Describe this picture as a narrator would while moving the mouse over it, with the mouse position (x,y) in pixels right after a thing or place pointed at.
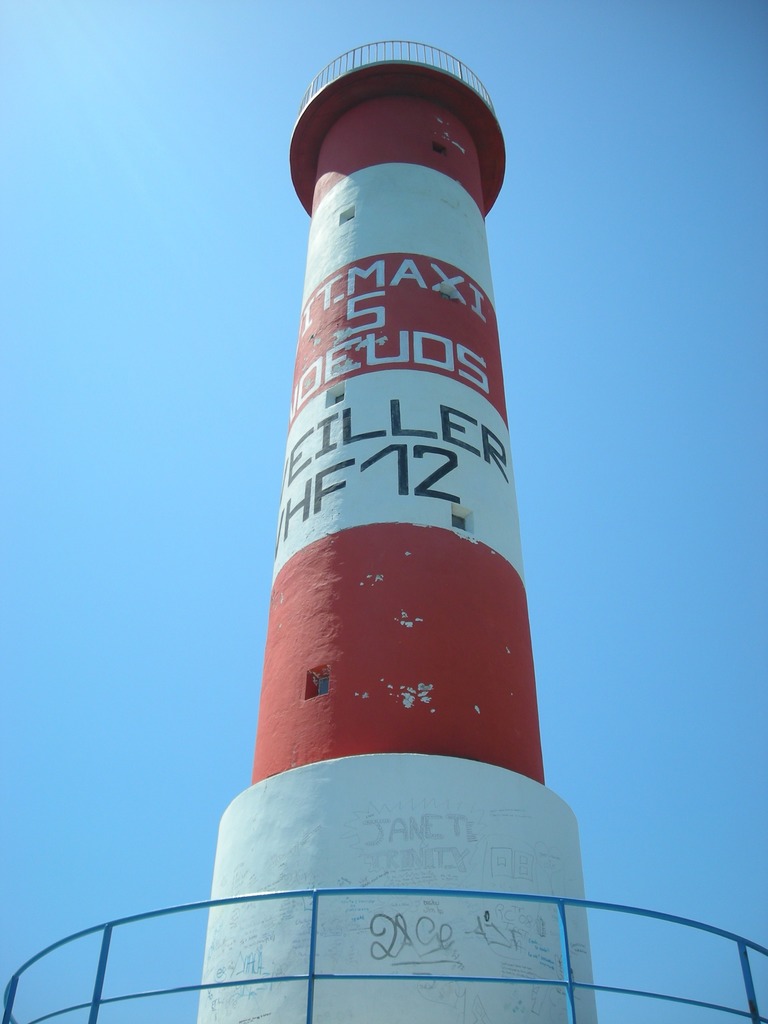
In this image we can see a lighthouse (384,540) and the sky (398,28) in the background (629,297).
